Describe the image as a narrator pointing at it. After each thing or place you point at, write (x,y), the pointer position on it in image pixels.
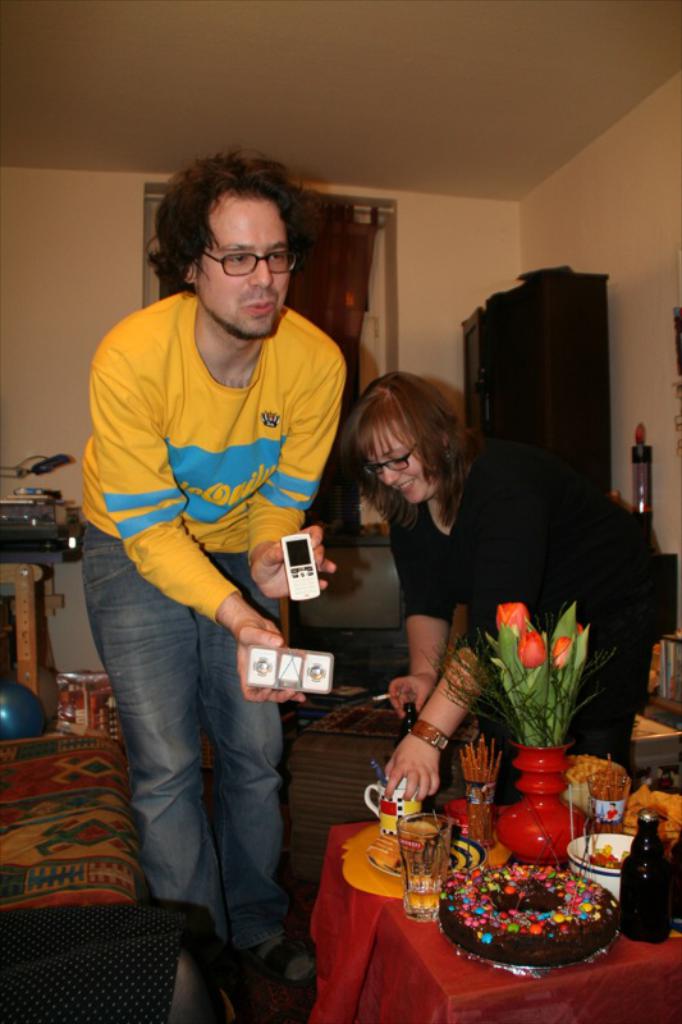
This image is taken indoors. At the top of the image (351,119) there is a ceiling (399,128). In the background (382,343) there is a wall (605,169) with a door (314,511). There is a television (356,618) on the table (318,730). In the middle of the image (240,376) a man (207,205) is standing on the floor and he is holding a mobile phone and a toy (310,670) in his hand (264,694). On the right side of the image (597,485) a woman (636,531) is standing on the floor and there is a cupboard (579,423). On the left side of the image (85,760) there is a bed (19,771) and a table (26,642) with a few things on it. At the bottom of the image (438,964) there is a table (515,979) with a tablecloth (396,976), flower vase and many food items (527,877) on it.
